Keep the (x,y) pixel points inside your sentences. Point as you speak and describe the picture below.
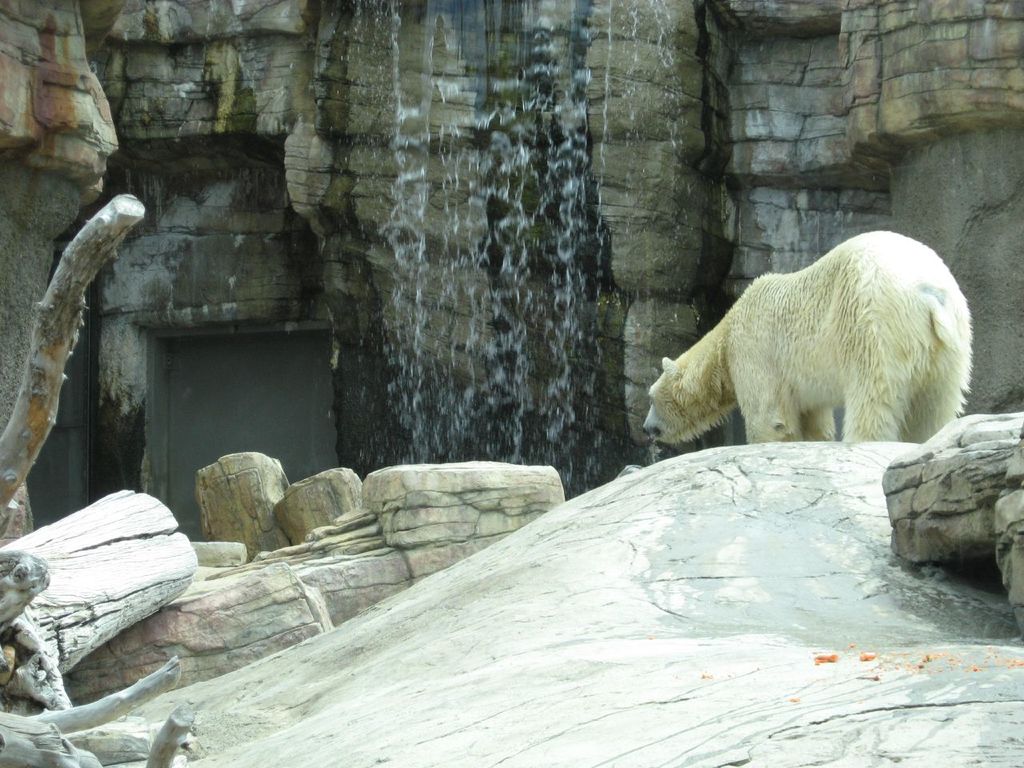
In this picture we can see a polar bear (862,395) on the right side (845,396), on the left side (164,553) we can see some wood (33,369), in the background (238,311) there is waterfall (462,89) and a hill (660,154).
